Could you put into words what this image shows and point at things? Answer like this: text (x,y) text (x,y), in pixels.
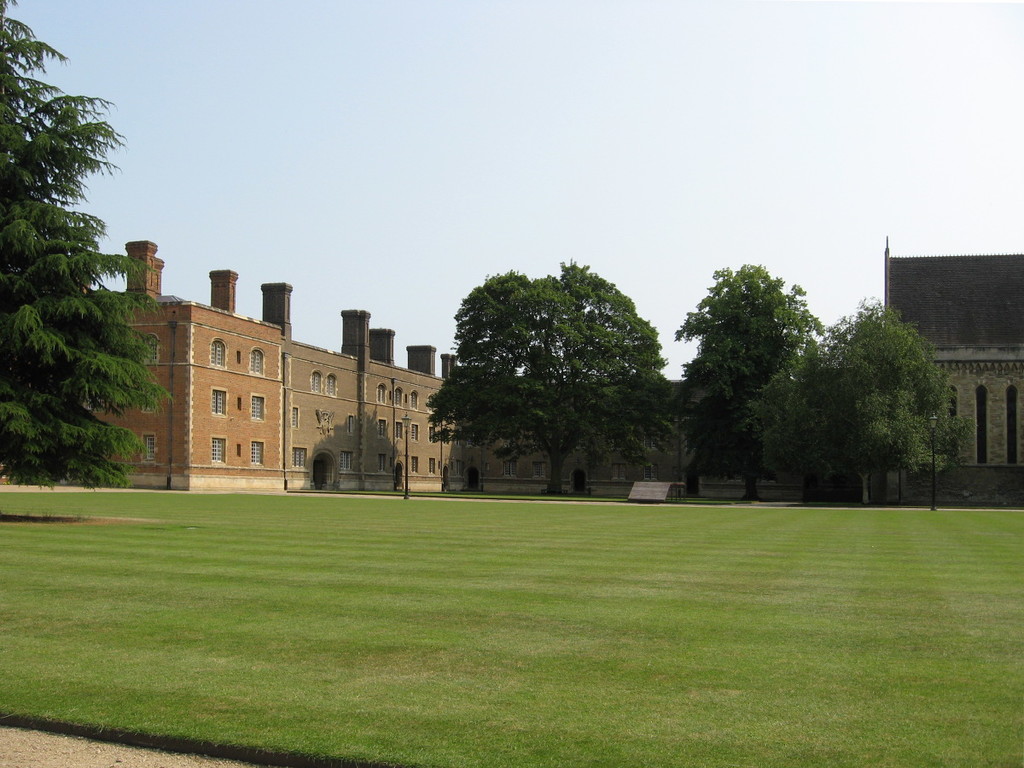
In the image we can see there is a ground (422,660) which is covered with grass (597,568). Behind there are lot of trees (534,381) and there are buildings (1015,397).
